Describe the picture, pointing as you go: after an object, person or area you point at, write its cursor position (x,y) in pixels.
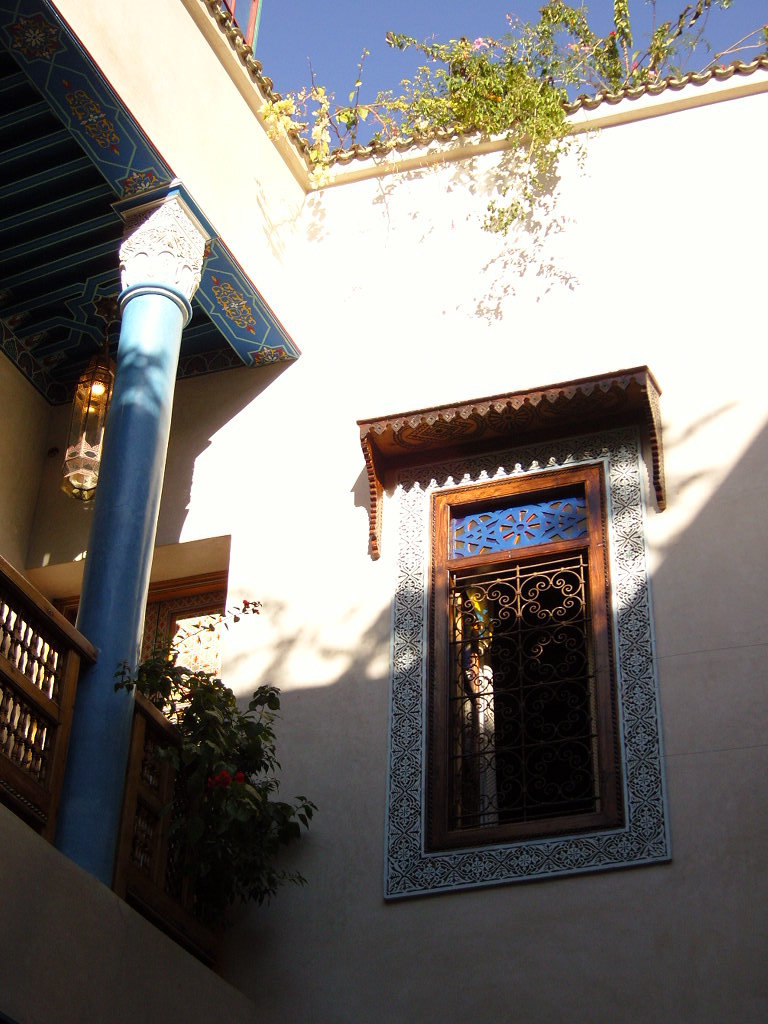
In the picture we can see a upper part of the building (530,1021) with pillar (161,268) which is blue in color and near it we can see railing (134,829) and to the ceiling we can see a light (97,392) and some architecture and beside it we can see a wall (561,1003) with a window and around it we can see some designs (648,857) and on the top of the building (310,650) we can see some plants (413,111) and part (308,27) of the sky (304,42).
